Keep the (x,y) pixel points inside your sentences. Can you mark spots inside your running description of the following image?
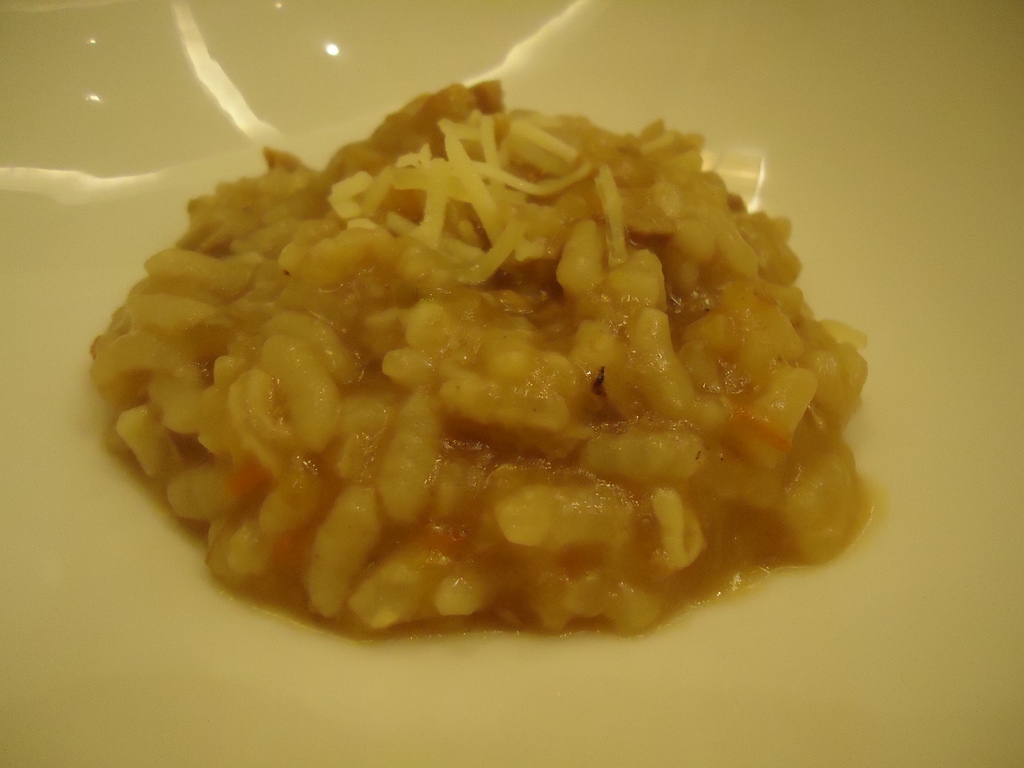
In this image, we can see some food item (592,431) is placed on the white surface (937,583).
